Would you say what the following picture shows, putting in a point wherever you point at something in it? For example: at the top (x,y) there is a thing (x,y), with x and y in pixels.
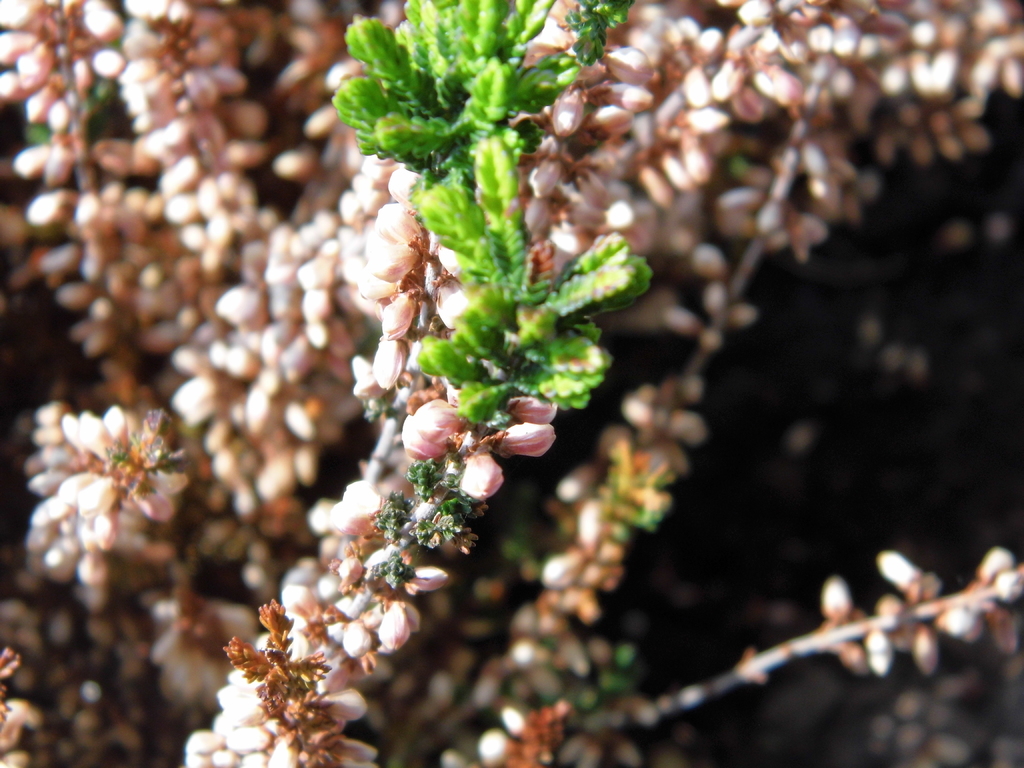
In this picture we can see plants (722,31) and flower (376,510).
